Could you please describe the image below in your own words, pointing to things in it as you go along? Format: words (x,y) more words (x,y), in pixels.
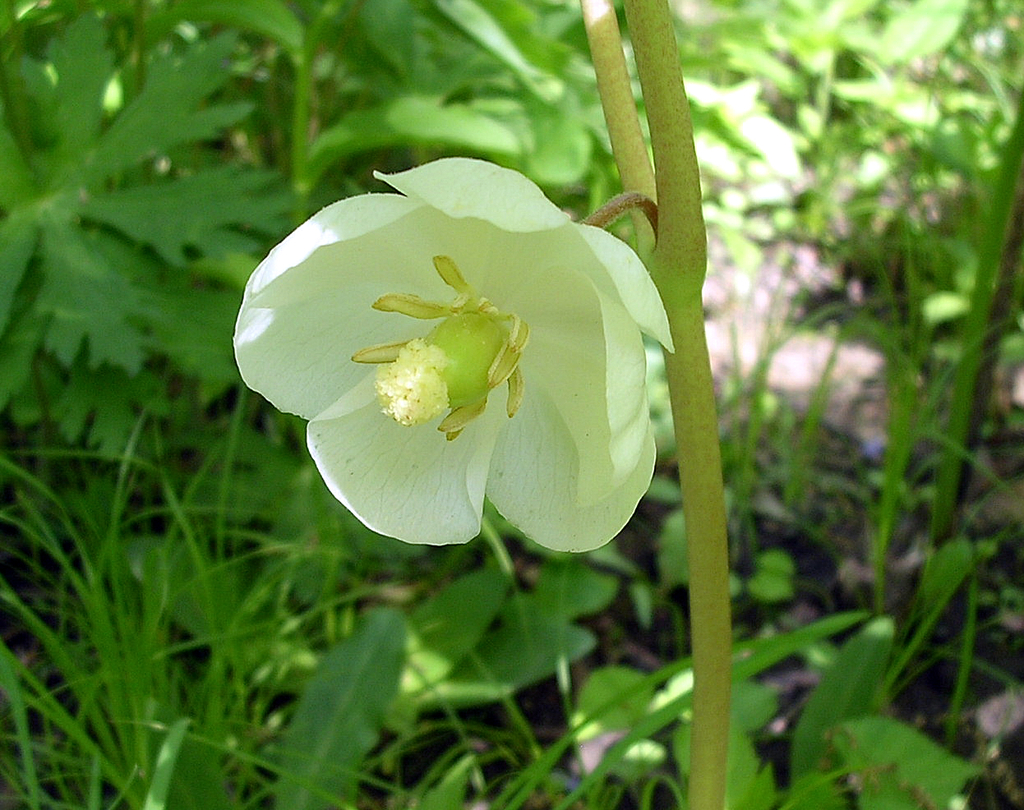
In this image there is a white color flower (497,411) to the plant (690,449). At the bottom (232,710) there is grass (178,486). In the background (411,103) there are plants (446,92) with green leaves (122,211).
